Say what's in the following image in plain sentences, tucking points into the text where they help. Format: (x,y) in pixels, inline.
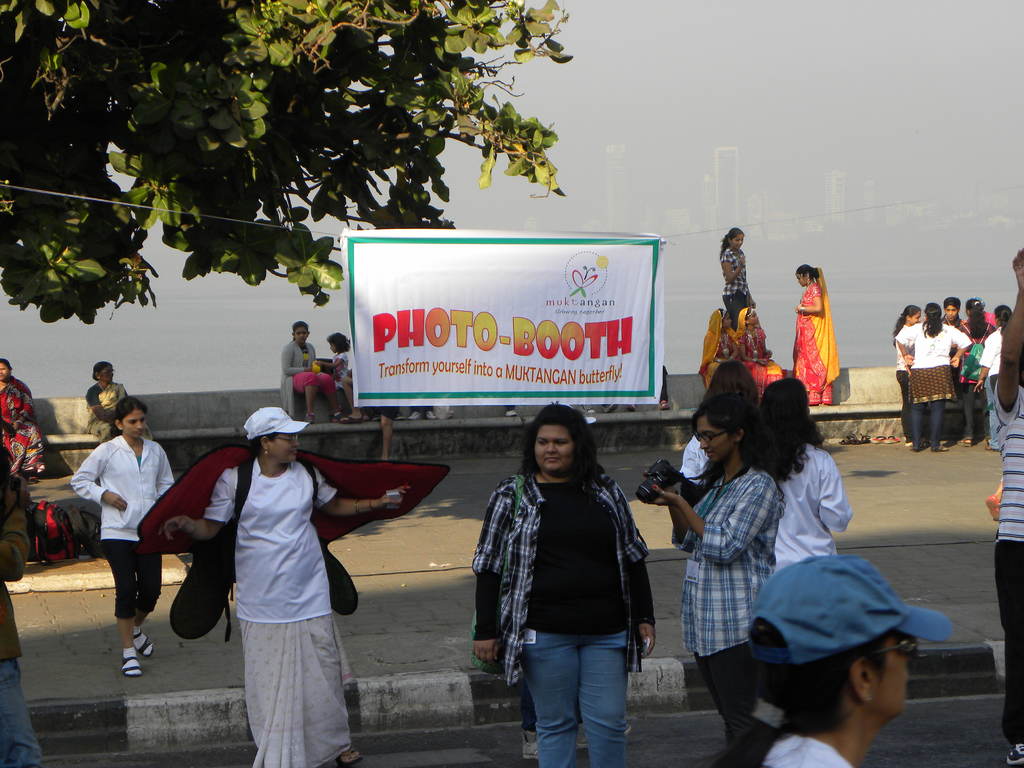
In this image I can see group of people (574,629) some are standing and some are sitting. The person (588,581) in front (605,581) wearing white and black color shirt (507,617) and blue color pant (605,638). Background (488,268) I can see a banner (475,267) in white color, trees (253,171) in green color and sky (866,117) is in white color.
